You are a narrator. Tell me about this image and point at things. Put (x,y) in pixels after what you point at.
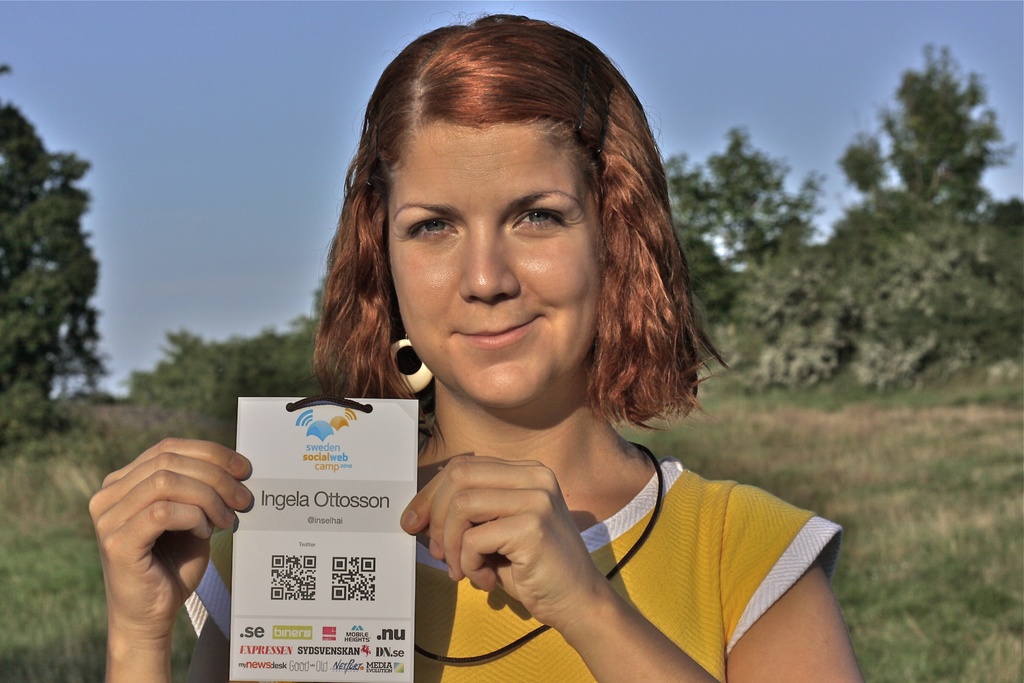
There is a lady (497,317) wearing a tag (356,478) and holding the tag (339,516) in the hand (451,498). On the tag (356,529) there is something written. In the background (148,380) there are trees (749,214) and sky (214,219). On the ground (873,482) there is grass (884,496).
